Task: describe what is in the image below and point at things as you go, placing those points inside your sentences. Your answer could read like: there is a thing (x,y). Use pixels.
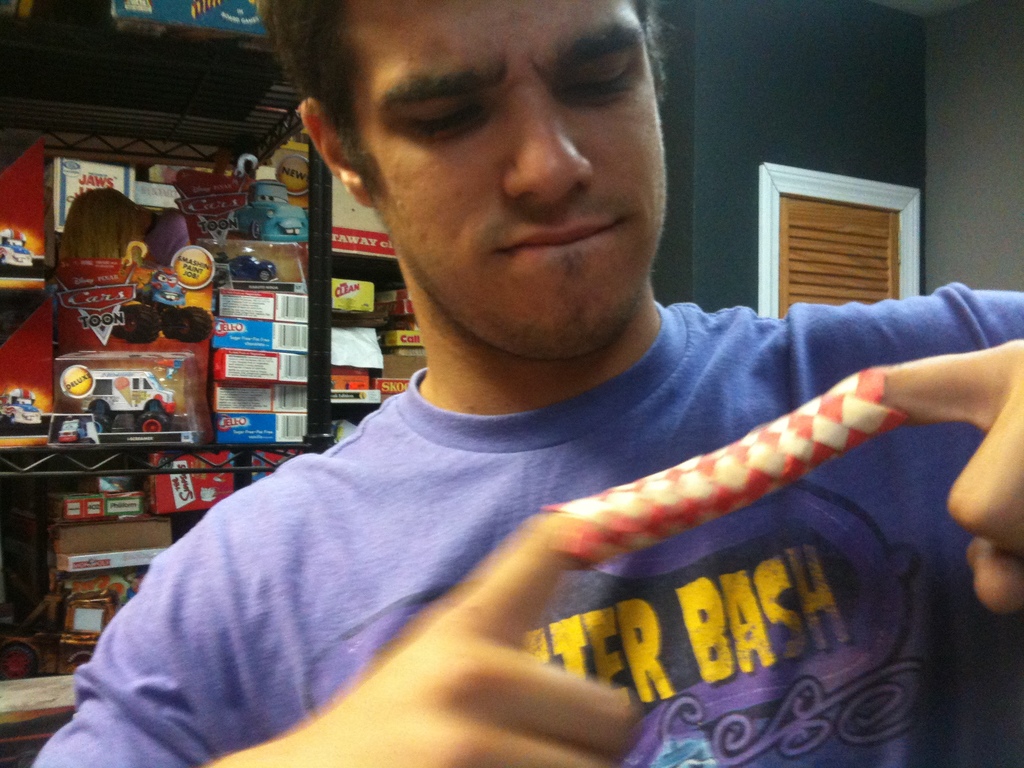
This image is taken indoors. In the background (669,207) there is a wall (861,154) and there is a door (833,238). There are many boxes (227,296) and objects (52,722) on the shelves (234,130). There are a few toys (125,377) on the shelves (110,452). In the middle of the image (530,373) there is a man (566,615) and he is playing with an object (653,486).
